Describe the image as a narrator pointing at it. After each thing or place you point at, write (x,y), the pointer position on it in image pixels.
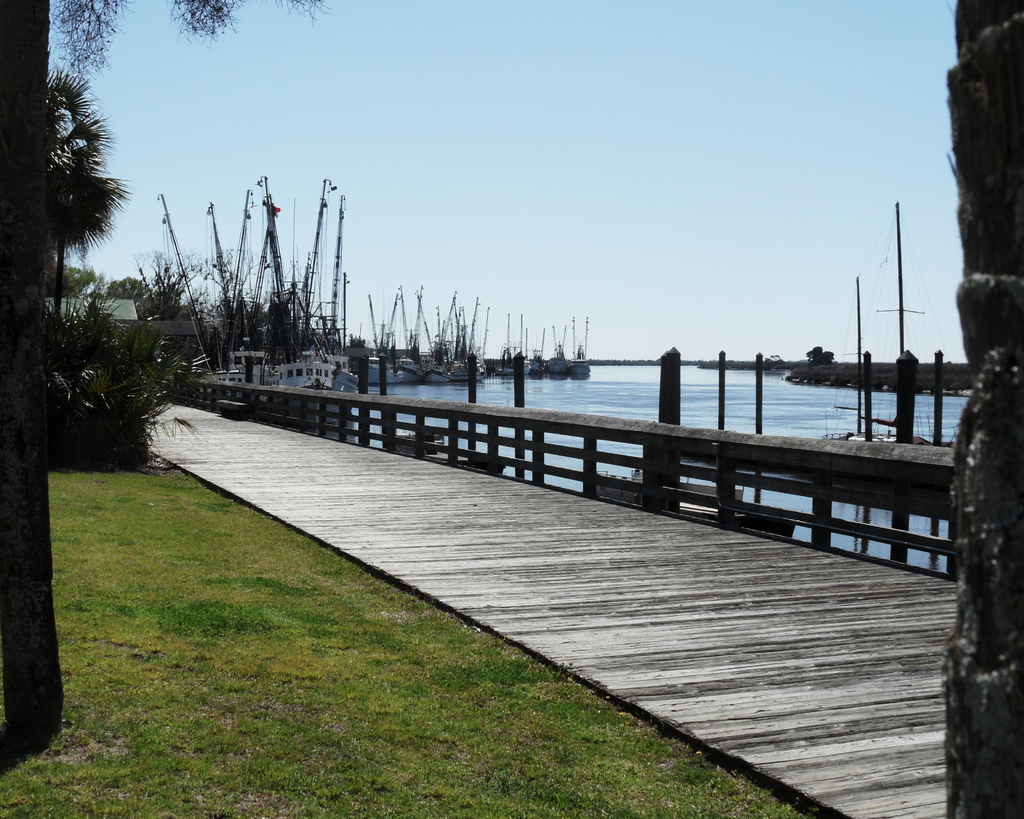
This image is clicked at a river side (621,385). To the left (170,676) there are trees (65,177), plants (109,395) and grass (247,614) on the ground (242,623). Beside the grass (285,578) there is a wooden floor (388,491) on the ground (421,520). Beside the floor (321,490) there is a railing (558,427). Behind the railing (500,439) there is the water (595,389). There are many boats (419,346) on the water (689,403). At the top (603,150) there is the sky (419,128).
